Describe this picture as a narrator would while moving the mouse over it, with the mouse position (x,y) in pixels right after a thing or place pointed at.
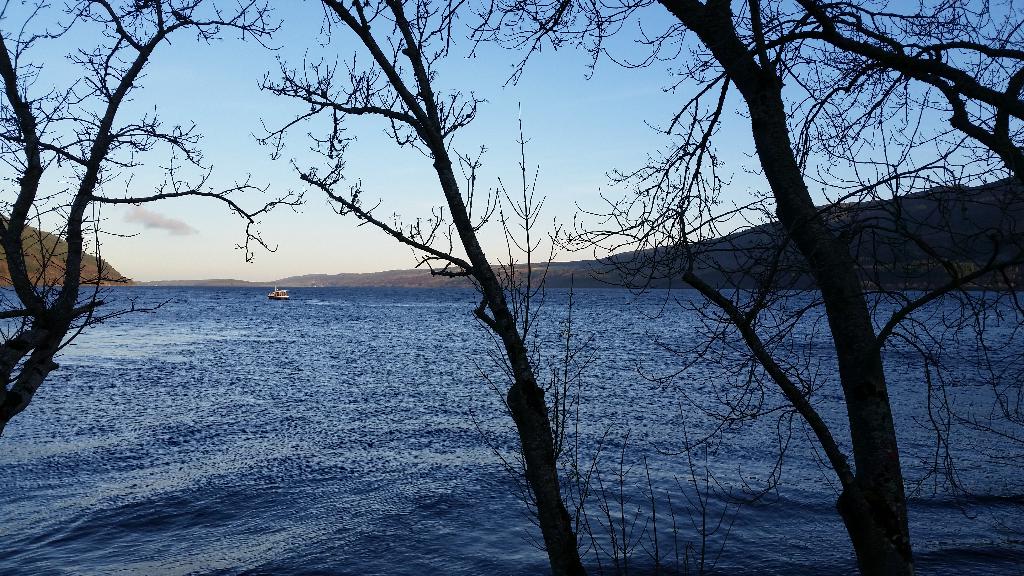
In this picture we can see water (325,476) at the bottom (315,463), there is a boat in the water (278,307), we can see trees (961,284) in the front (82,246), there is the sky (239,77) at the top of the picture (180,55).
